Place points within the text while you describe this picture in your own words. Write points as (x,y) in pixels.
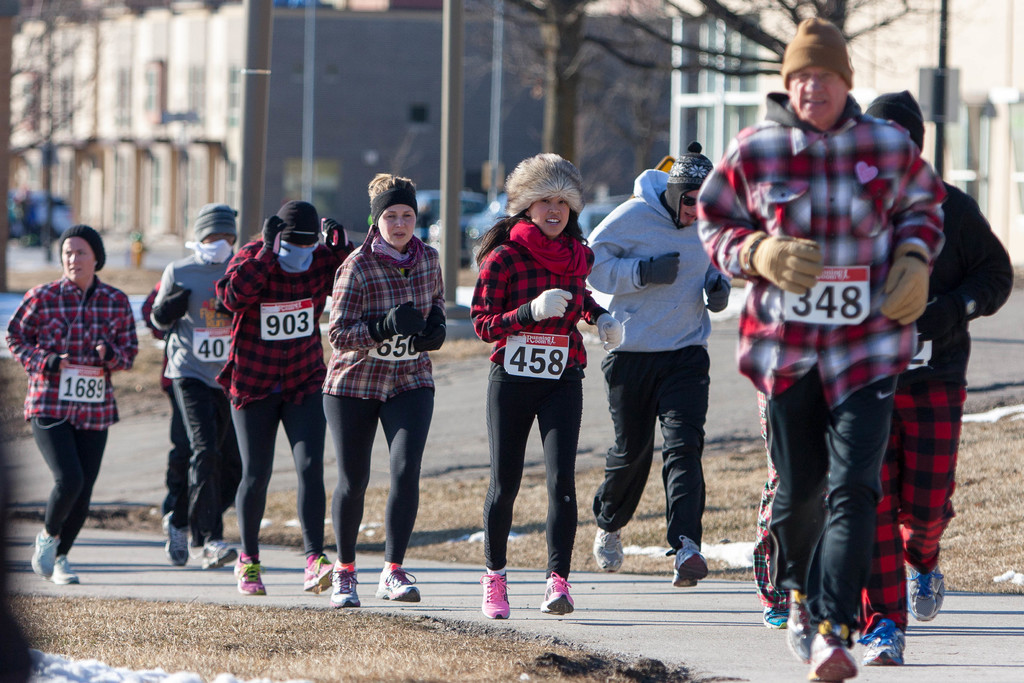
In this image there are a few (518,333) running on the ground (693,588). There are small papers (400,340) stuck on their dresses (651,322). There are numbers (829,299) on the papers (406,342). Behind them there are buildings (375,74), trees (554,53) and poles (268,85). The background (314,75) is blurry.
